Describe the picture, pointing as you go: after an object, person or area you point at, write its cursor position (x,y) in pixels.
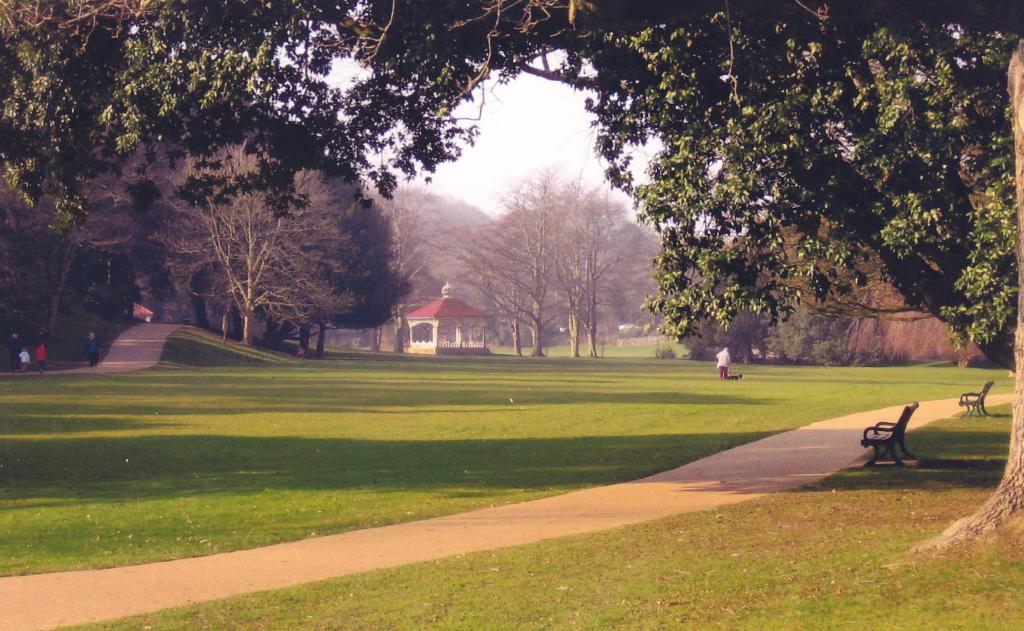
There is a road (69,611). On the right side (883,493), there are two benches (906,414) arranged, there is a tree (1021,114) and grass (880,531) on the ground (875,564). In the background (750,391), there is a person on the grass (538,393) on the ground (225,447), there is a road (144,324) near trees (116,289), there is a shelter (409,317) near trees (495,279), there is hill (622,317) and there is sky (543,126).
